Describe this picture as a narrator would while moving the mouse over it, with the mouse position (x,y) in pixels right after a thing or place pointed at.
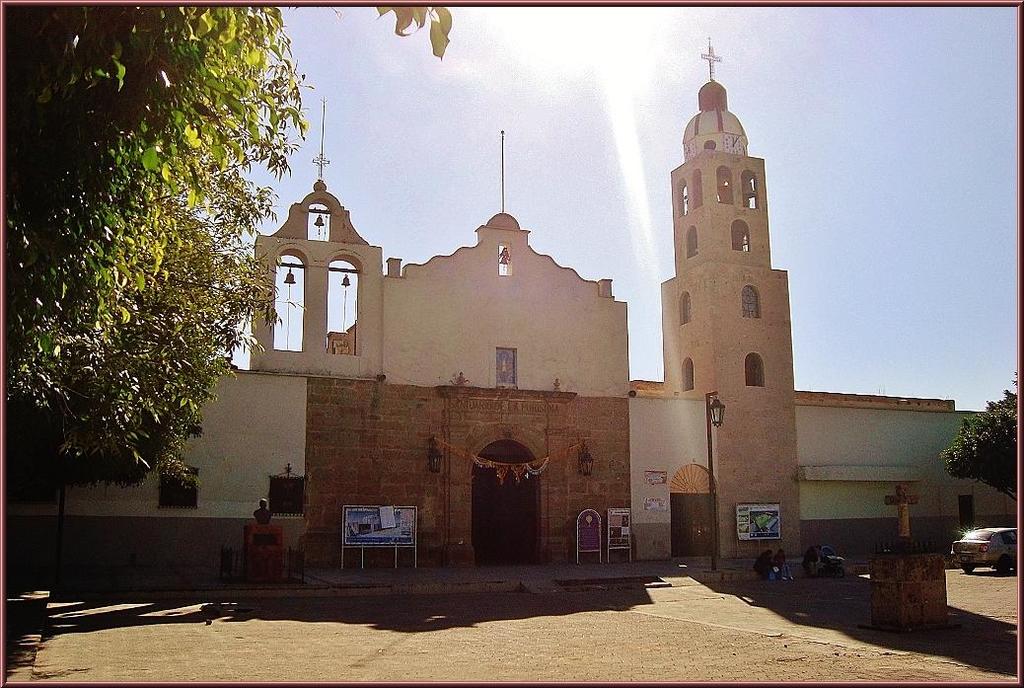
This is an edited image. I can see a building (650,404). In front of a building (517,543), there are boards (746,522), a light pole (709,417), statue (257,574), holy cross symbol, a vehicle (955,555) and few people (766,553) sitting. On the left (225,327) and right side of the image (967,433), I can see the trees (97,363). In the background (536,200), there is the sky (540,133).
